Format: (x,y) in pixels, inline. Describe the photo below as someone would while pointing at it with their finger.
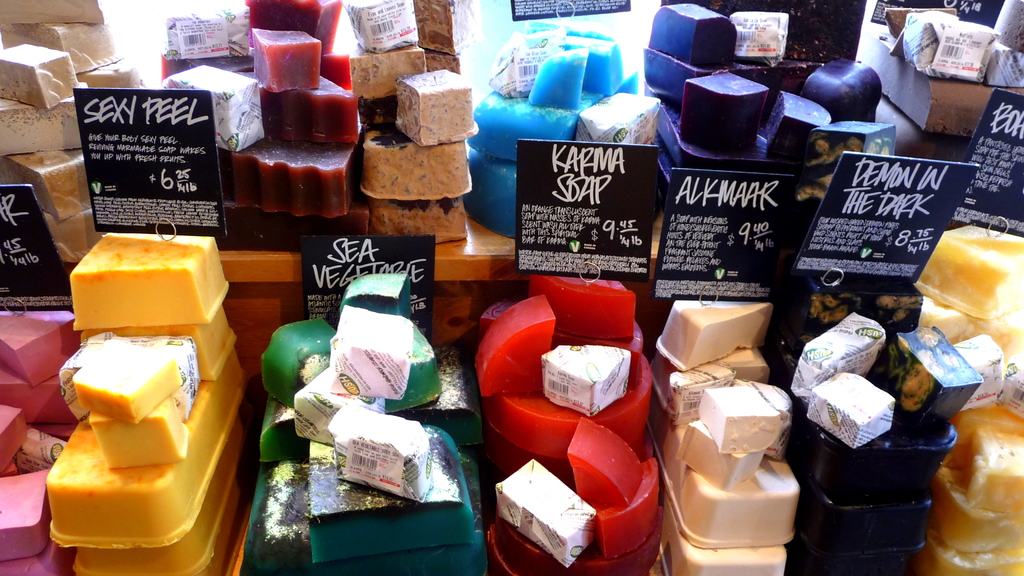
In this image I can see some objects (398,476). I can see some black boards (740,231) with some text (766,233) written on it.
